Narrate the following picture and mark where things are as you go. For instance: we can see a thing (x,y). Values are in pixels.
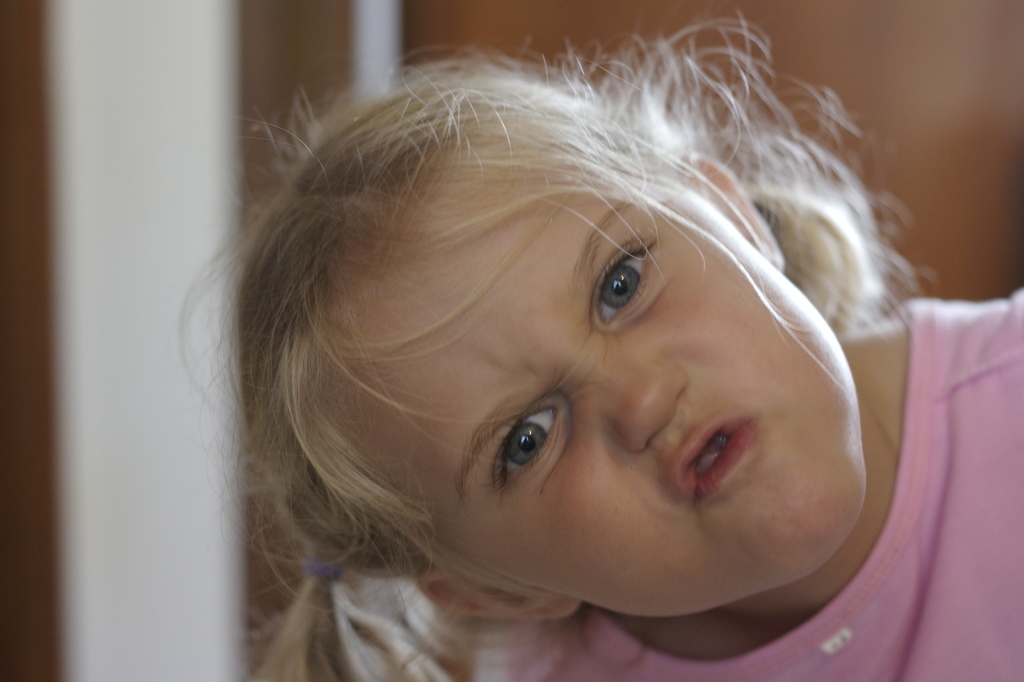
In this picture we can see a girl (625,461) in the front (594,428), she is wearing a pink color t-shirt (940,523), there is a blurry background (983,1).
